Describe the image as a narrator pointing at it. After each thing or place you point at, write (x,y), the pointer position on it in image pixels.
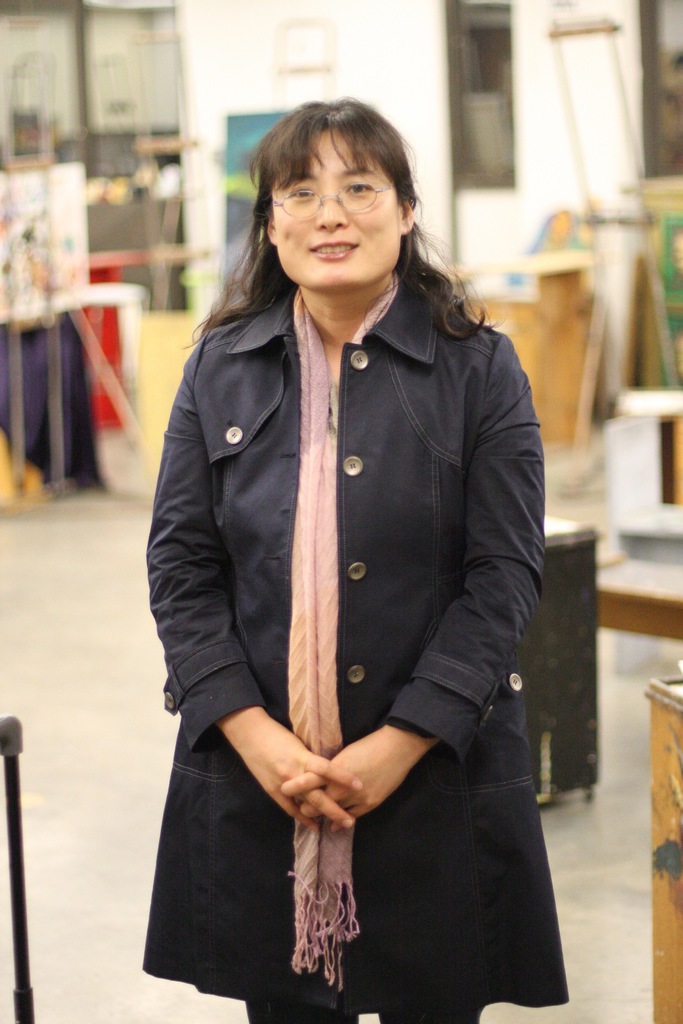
In the center of the image (333,421) we can see a lady (316,185) standing. She is wearing a coat (291,566). In the background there are tables (552,364) and a wall (228,63).
